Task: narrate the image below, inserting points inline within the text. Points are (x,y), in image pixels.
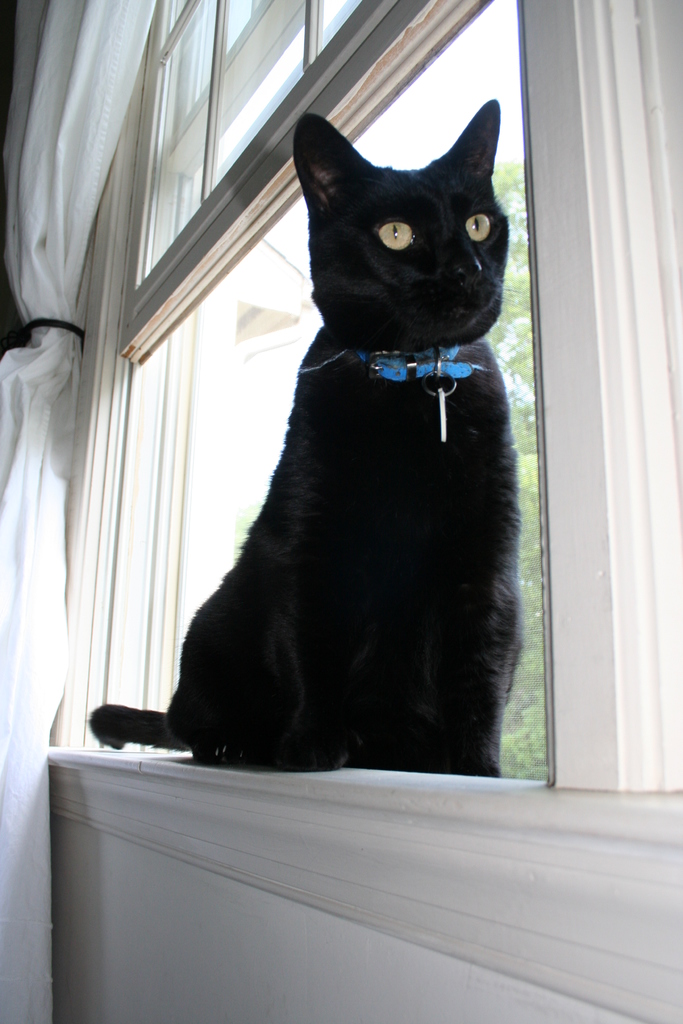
In the foreground of this picture (292,670), there is a black cat (288,480) sitting near a window (486,79). In the background (138,308), there is a window (167,80), curtain (70,191), and a tree (514,244).
